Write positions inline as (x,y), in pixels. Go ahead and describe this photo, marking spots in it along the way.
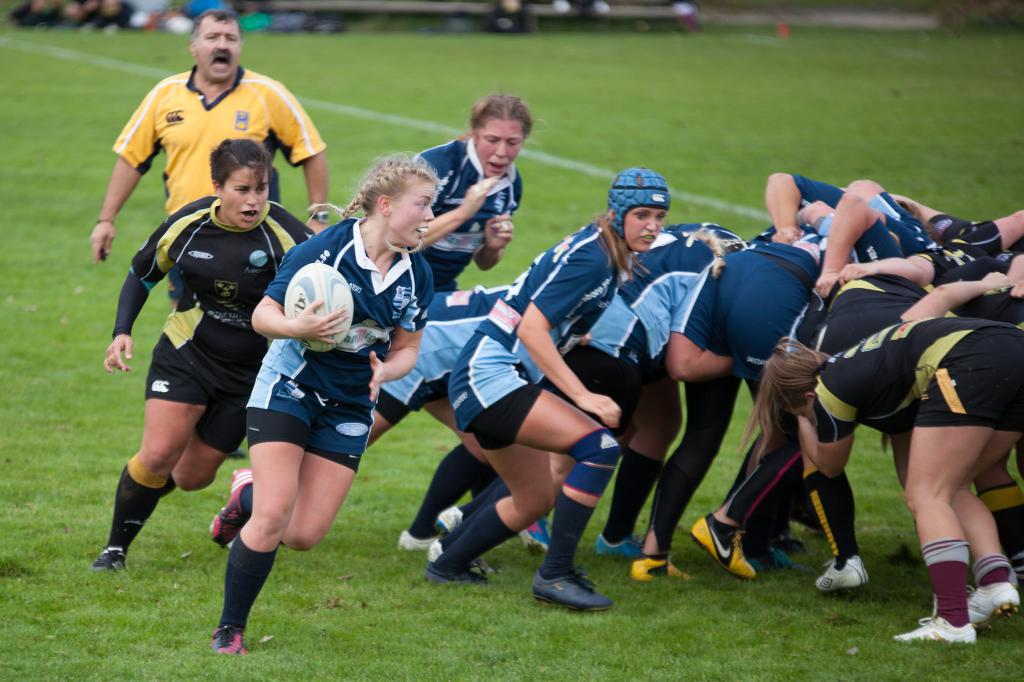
In this picture we can see group of people (440,289), they are playing game in the ground (301,213), on the left side of the image (306,421) we can see a woman (416,282), she is holding a ball (292,307).
